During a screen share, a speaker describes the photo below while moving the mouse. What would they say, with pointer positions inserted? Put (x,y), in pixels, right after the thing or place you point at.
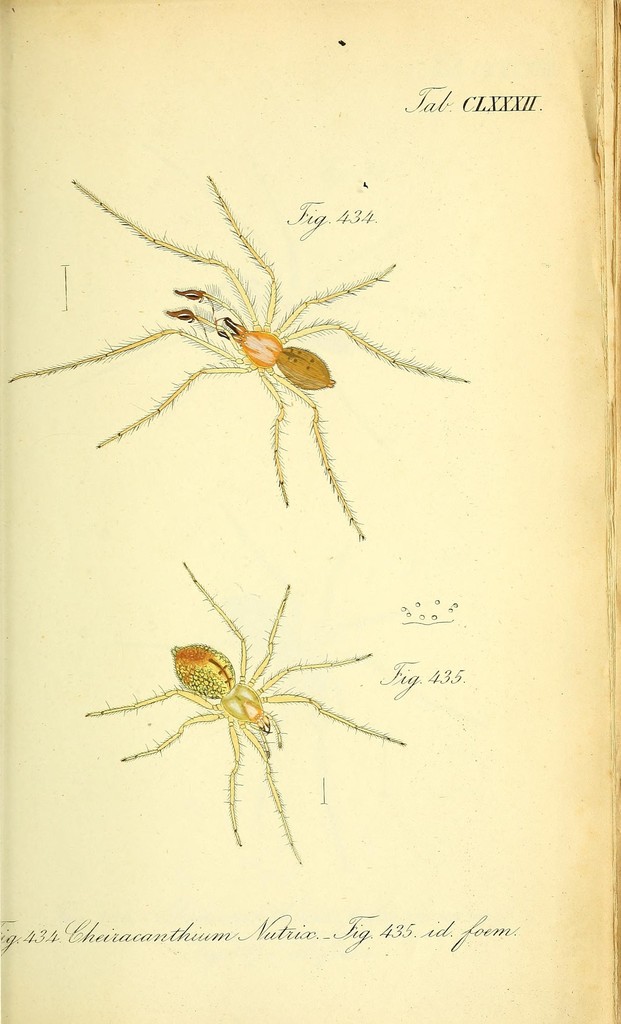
It is a poster. In this image there are depictions of spiders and there is some text (374,917) on the image.
